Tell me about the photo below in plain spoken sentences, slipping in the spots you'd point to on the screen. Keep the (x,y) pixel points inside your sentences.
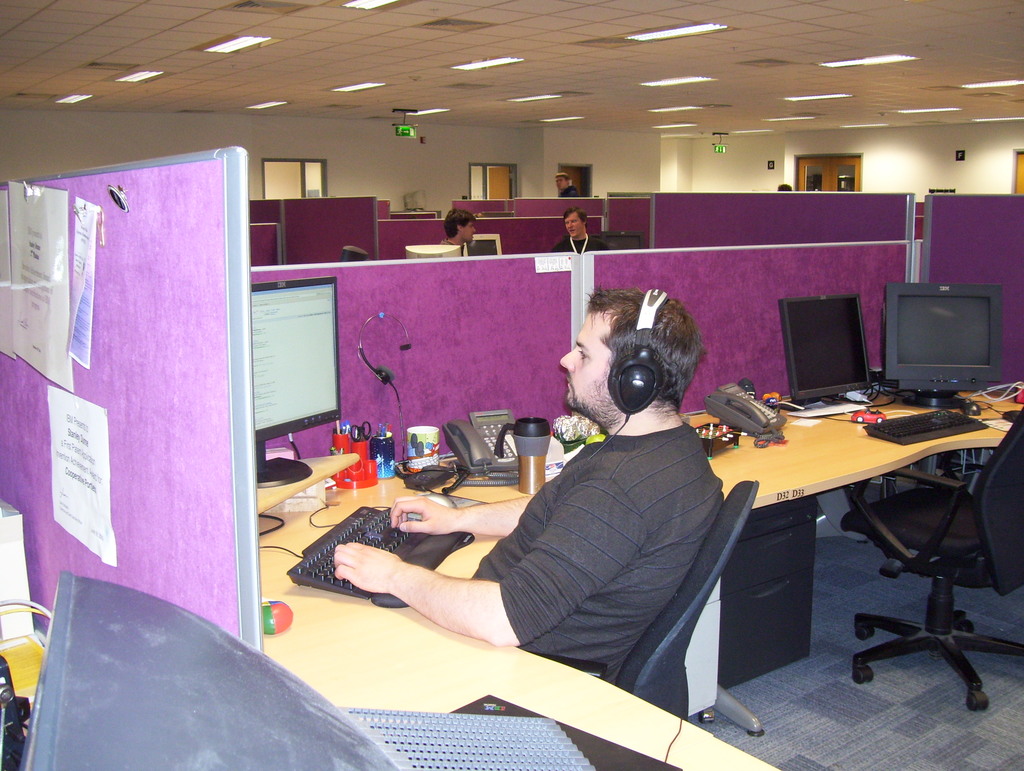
In this image I can see a person (605,539) sitting on the chair (666,654) and wearing headset (625,410). He is sitting in front of the system (302,417). There are objects (436,470) like cup (425,459), telephone (481,440) are on the table (800,478). At the back (580,244) there are some persons (565,238). At the top (651,87) there are some lights (665,82). At the left side (73,323) there is a board (75,371) and the papers (82,401) attached to the board (129,535).
